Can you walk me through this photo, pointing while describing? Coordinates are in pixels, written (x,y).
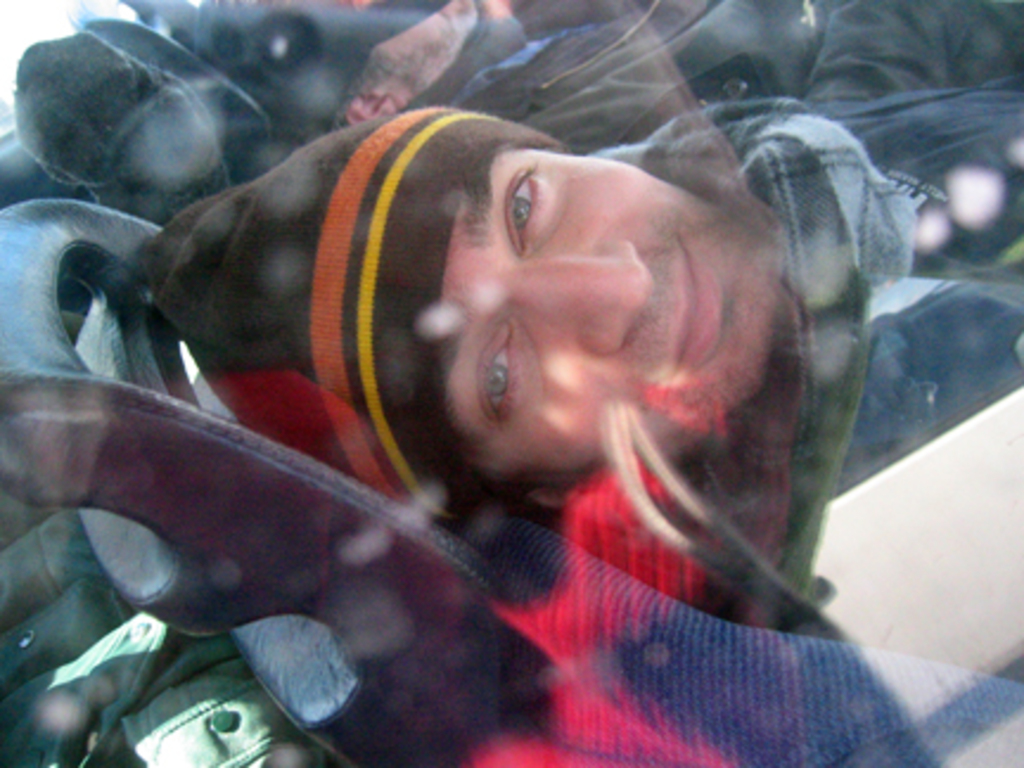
In this picture there is a man (904,251) wearing jacket (820,220), scarf (802,290) and cap (354,263), he a sitting in a chair (113,267). At the top (326,93) there is another person (513,46). On the left (52,630) there is a green colored jacket (74,663).
